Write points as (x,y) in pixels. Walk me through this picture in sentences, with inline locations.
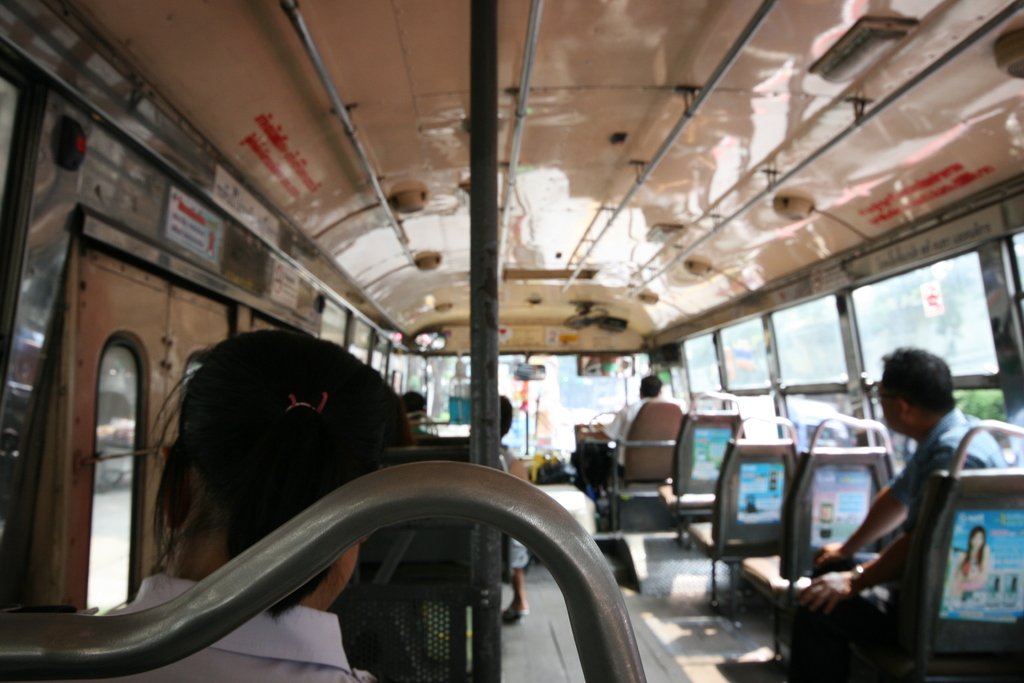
In the image we can see there is a inner view of the bus (486,449). There is a bus driver (645,390) sitting near the steering wheel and there are other people (870,526) sitting on the chairs (490,488).
